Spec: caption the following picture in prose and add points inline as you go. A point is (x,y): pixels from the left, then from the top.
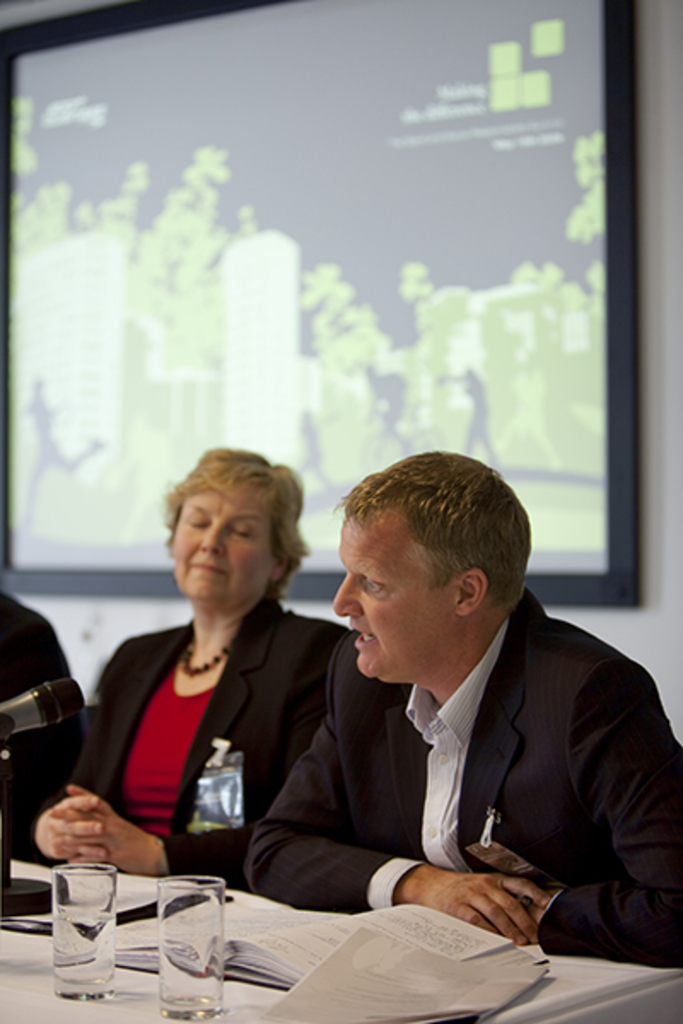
In the background (356,225) we can see a screen (356,225) on the wall (670,246). In this picture we can see a woman (274,511) and a man (526,634). On a table (140,989) we can see book (299,952), water glasses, microphone (10,840) and an object (424,997).
